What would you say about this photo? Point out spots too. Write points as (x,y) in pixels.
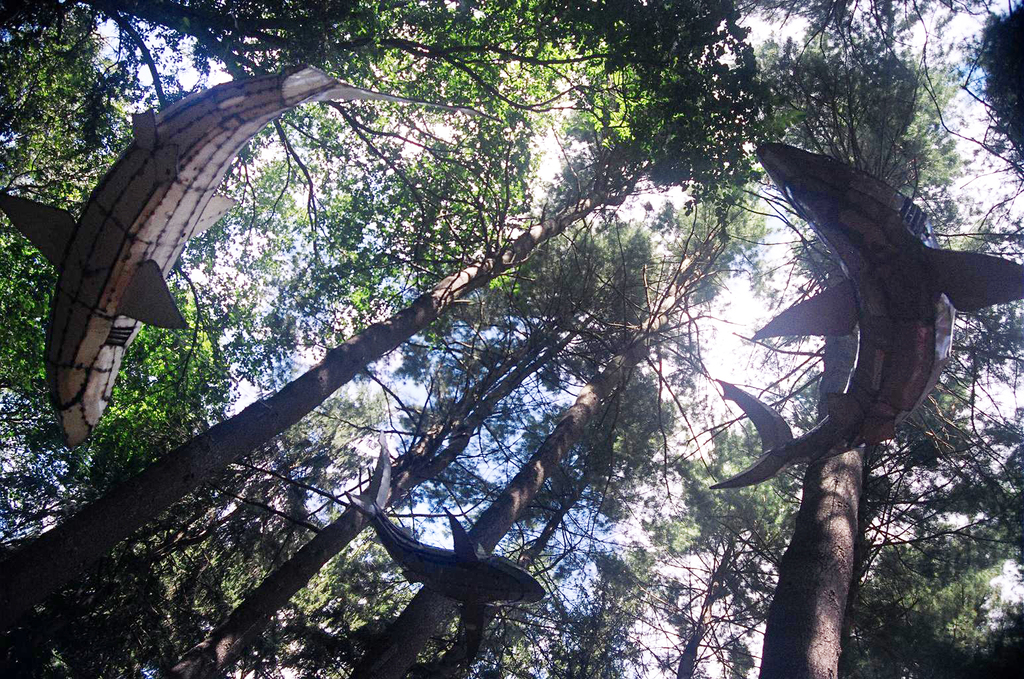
In this image we can see the depiction (176,129) of fishes (470,556). In the background (985,571) we can see many trees (806,589).
